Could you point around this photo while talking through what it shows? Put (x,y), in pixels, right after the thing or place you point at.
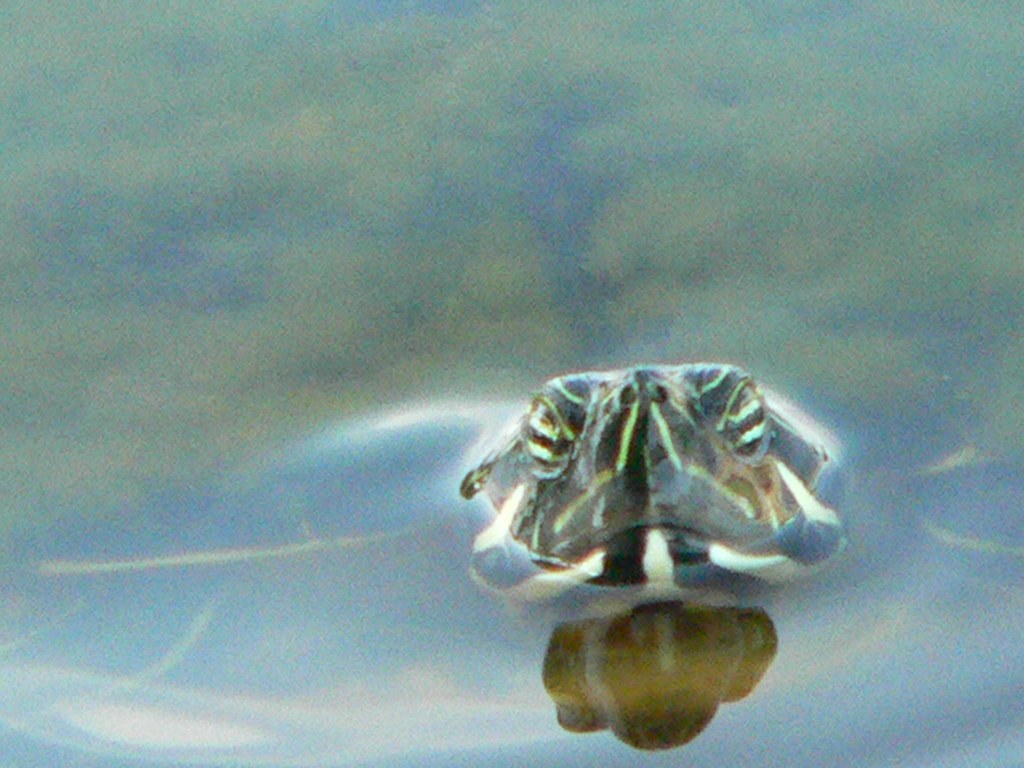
In this image I can see a turtle (728,459) in the water (136,589).
